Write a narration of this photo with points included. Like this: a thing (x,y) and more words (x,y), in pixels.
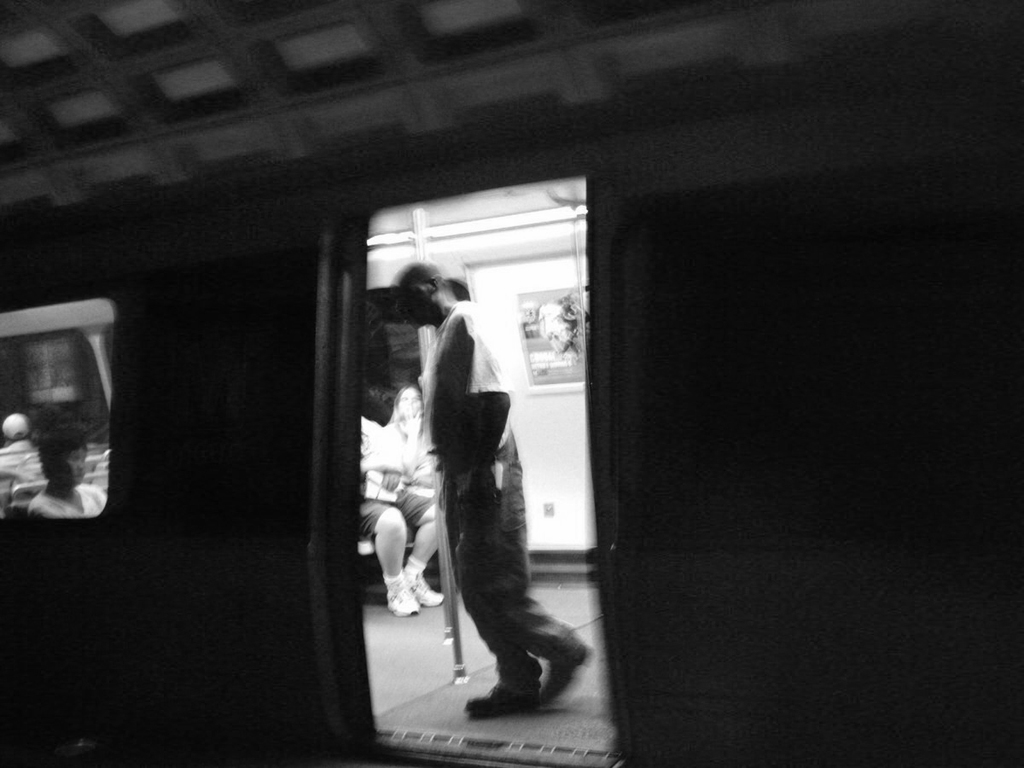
It is the black and white image in which there is a man (466,414) standing in the train (190,410) near the pole (446,475). On the left side (75,336) we can see a window (89,379) of the train (179,416). In the train (143,480) there are seats (35,474) on which there are few persons (413,453) sitting on it.
